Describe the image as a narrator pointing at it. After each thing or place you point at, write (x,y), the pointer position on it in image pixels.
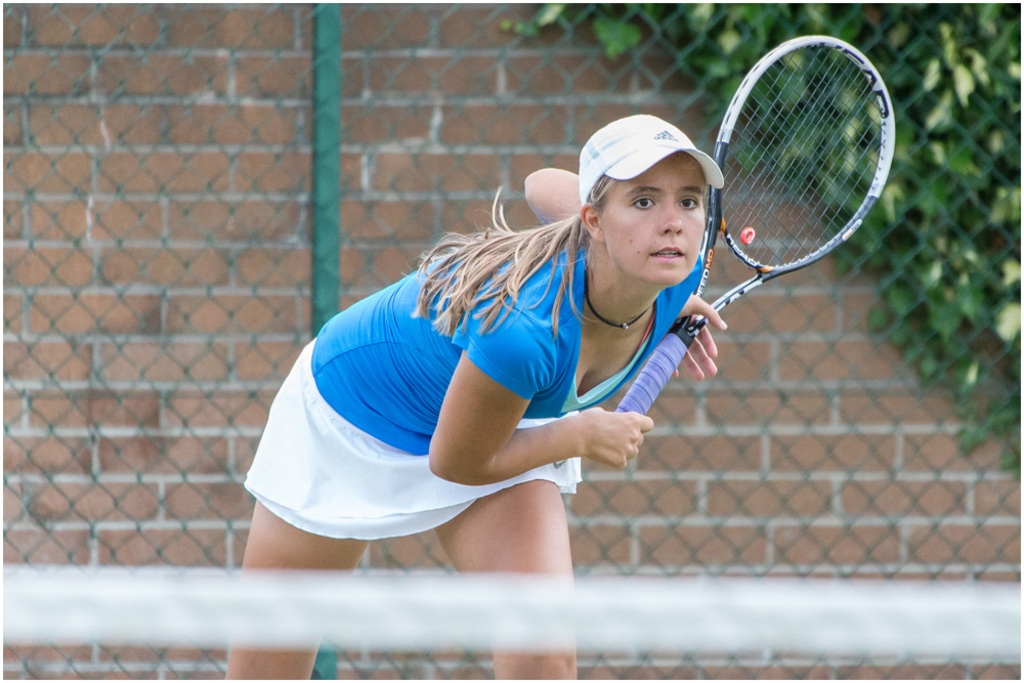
In the image there is a woman (504,271) standing with a tennis racket (726,231) in her hand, she is wearing cap (679,147) and blue t-shirt (321,378), behind her there is fence (490,100) followed by brick wall (396,157) and plant (942,70) on the background (916,120).
